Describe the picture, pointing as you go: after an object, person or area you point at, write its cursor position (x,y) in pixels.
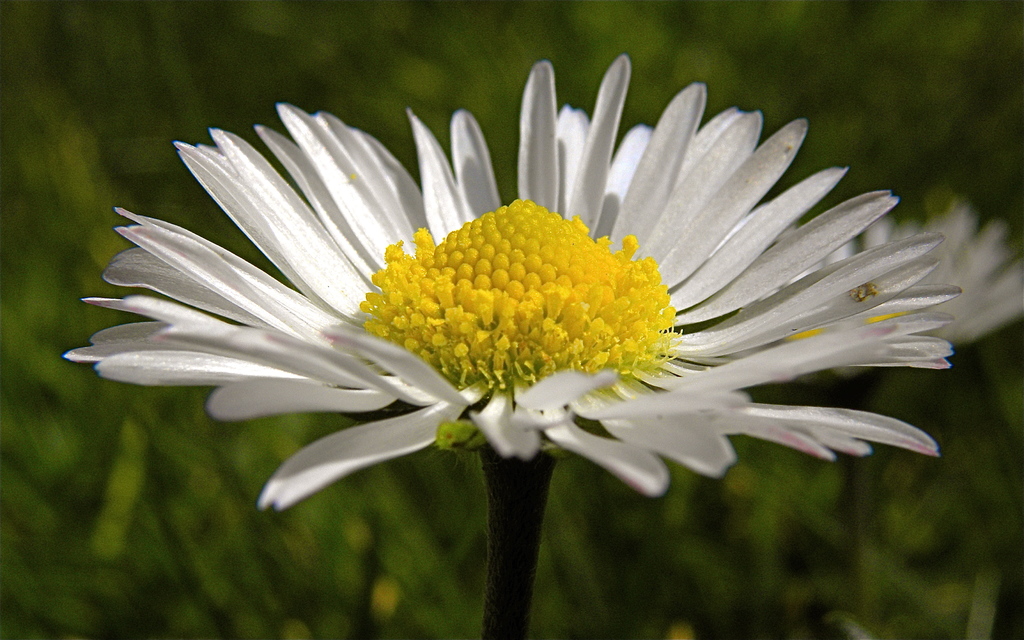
In this picture we can observe a flower (455,281) which is in yellow and white color. In the background (47,405) it is completely blur which is in green color.
